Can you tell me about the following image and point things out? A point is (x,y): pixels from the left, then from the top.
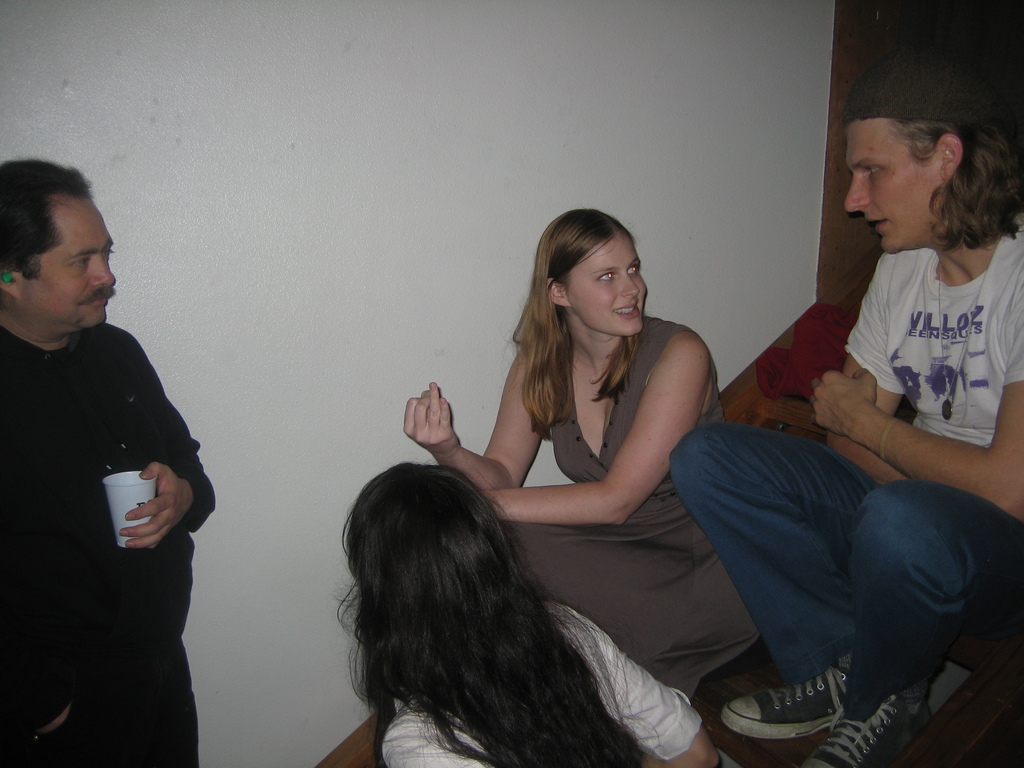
In the picture I can see two persons (663,521) sitting on the wooden staircase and they are having a conversation. I can see a woman (388,631) at the bottom of the picture (522,595). There is a man (188,594) on the left side (80,550) holding a glass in his left hand (150,513). I can see the wall (256,229).
